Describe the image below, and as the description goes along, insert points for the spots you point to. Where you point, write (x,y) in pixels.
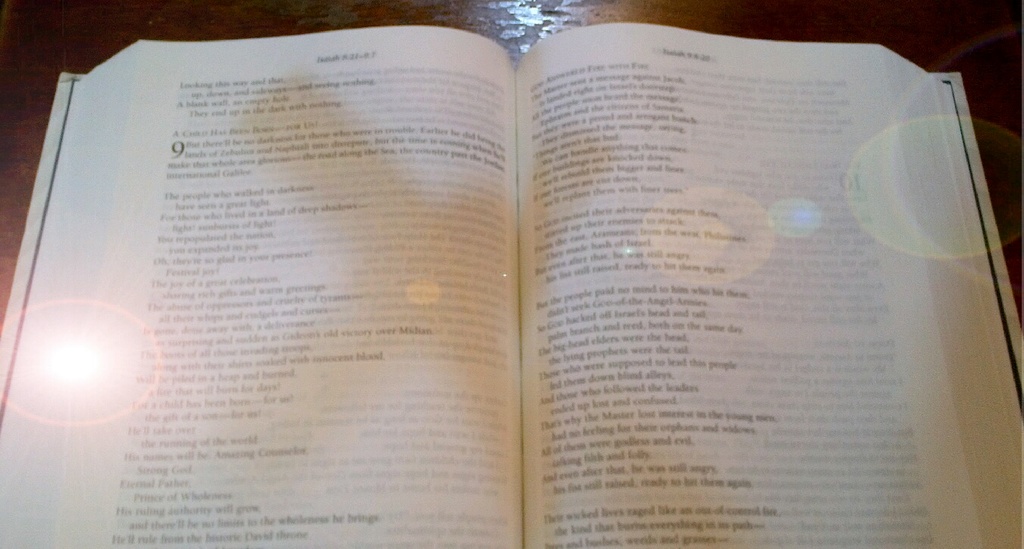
In the center of the image (482,253) a book (385,138) is present on the table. On book (599,327) we can see some text (238,262) is there.
